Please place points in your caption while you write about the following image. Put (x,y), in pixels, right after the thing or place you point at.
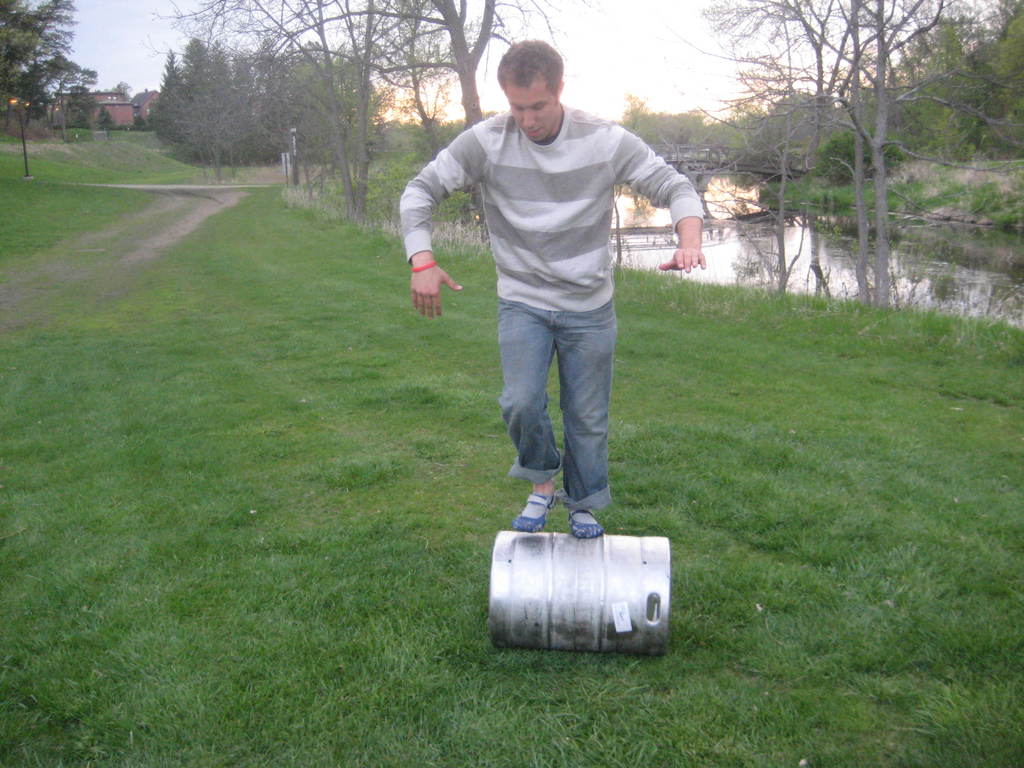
In the image there is a man (518,280) standing on a metal keg (582,591) on the land (15,359), on the right side (823,270) it seems to be a pond (731,232) and trees (856,152) on either side of it and above its sky (621,45).
